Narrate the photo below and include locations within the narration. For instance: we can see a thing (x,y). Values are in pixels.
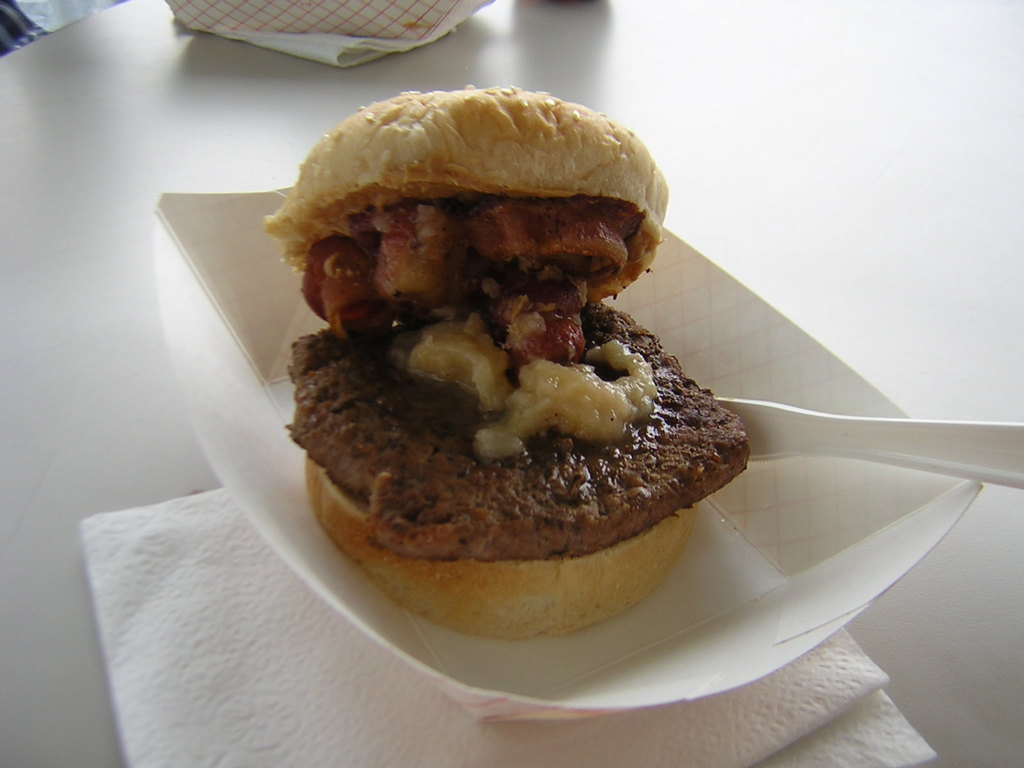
In this image we can see food item (451,317), spoon (840,452), boxes (186,250), and tissue papers (727,729) on the table (923,223).
